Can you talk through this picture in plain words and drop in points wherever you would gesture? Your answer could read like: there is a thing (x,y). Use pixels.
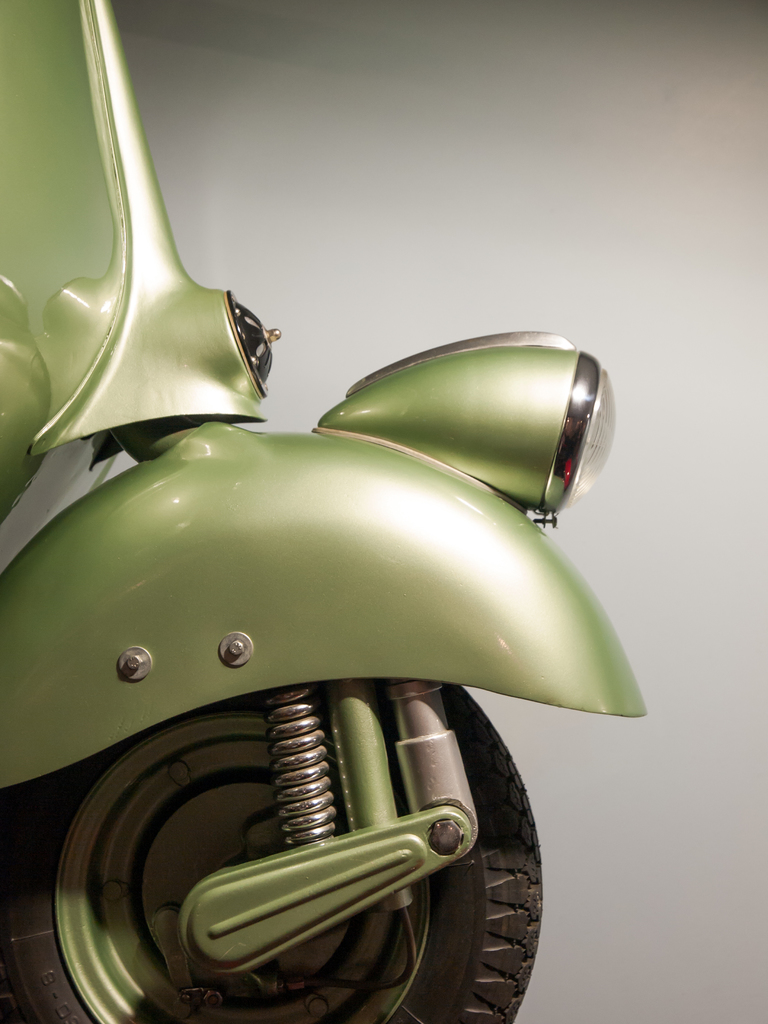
In this picture we can see the front part (65,535) of a vehicle (394,424) along with a wheel (355,979).
